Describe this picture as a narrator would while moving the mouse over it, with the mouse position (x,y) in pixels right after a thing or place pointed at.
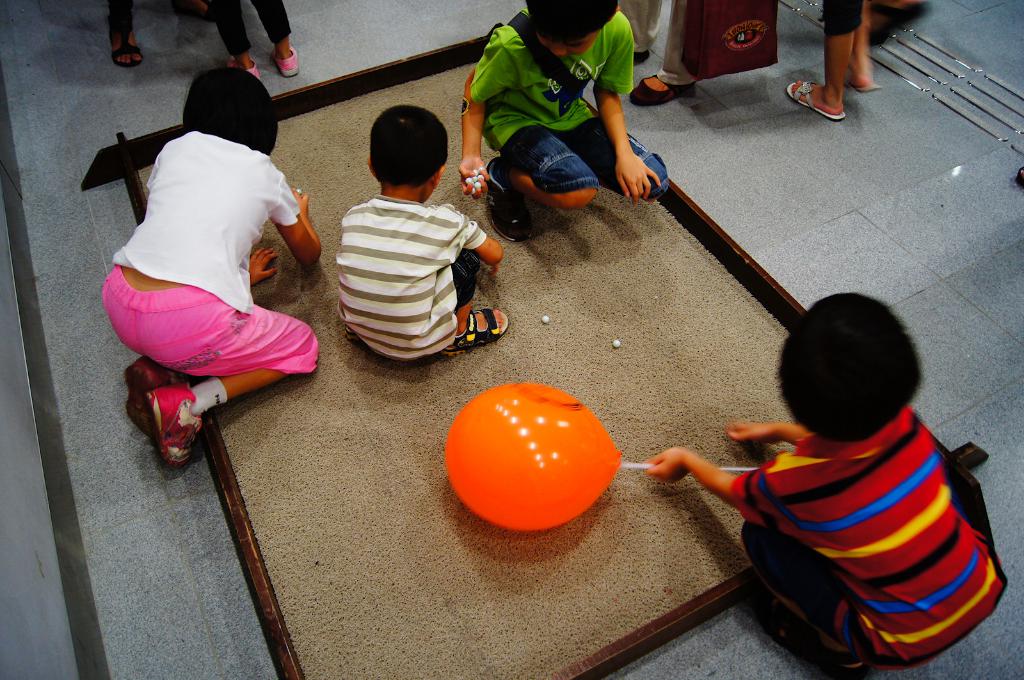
This image consists of so many children (886,558). One of them is holding balloon (499,388). They are playing.
